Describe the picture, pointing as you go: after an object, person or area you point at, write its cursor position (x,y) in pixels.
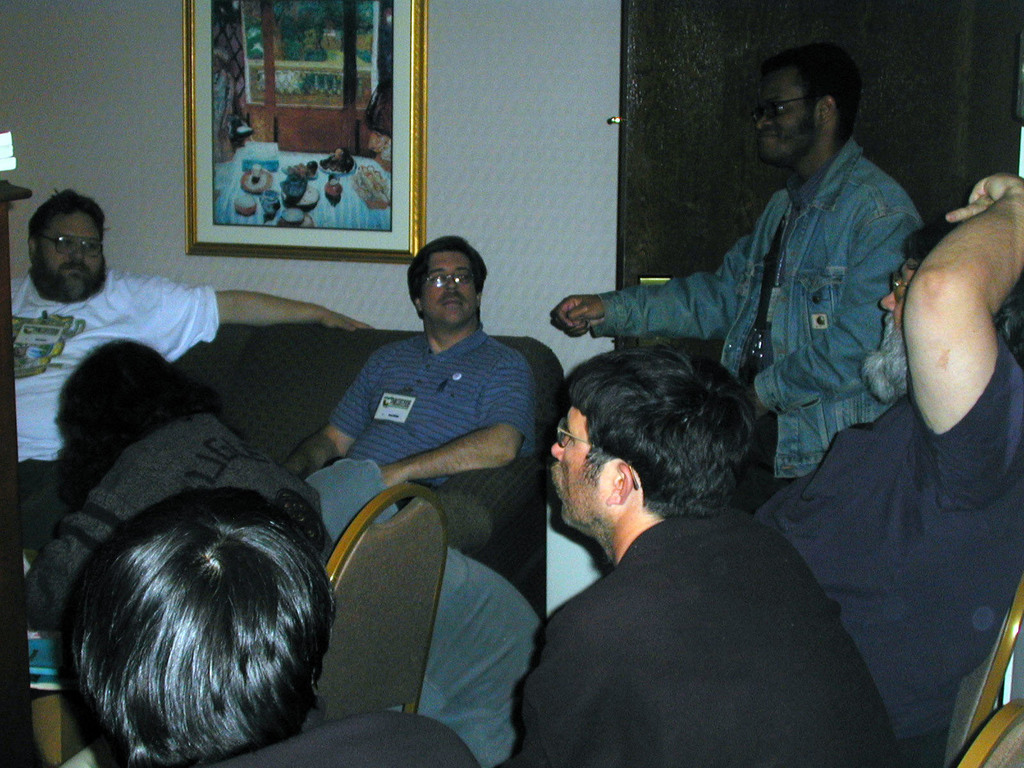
On the left side (149,309), there are persons (492,364) sitting on a sofa (503,341) and on chairs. On the right side (1012,465), there are persons (952,449) sitting on chairs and a person (817,386) standing. In the background (331,14), there is a photo frame (391,102) on the white wall (531,212).
